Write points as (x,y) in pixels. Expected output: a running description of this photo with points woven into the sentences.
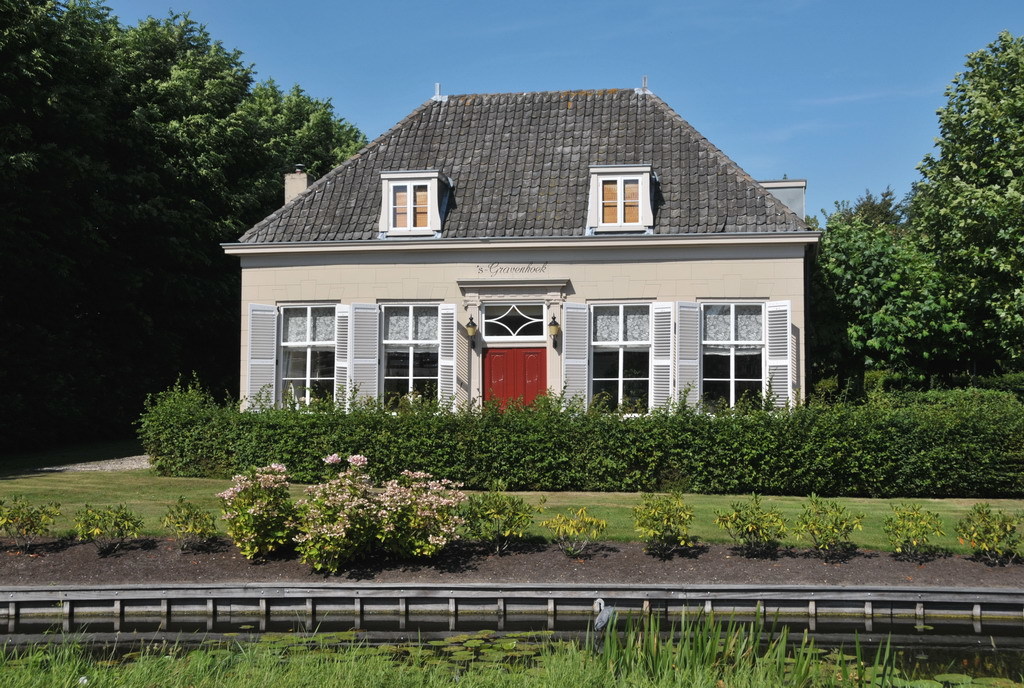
In this picture there is a house (641,113) in the center of the image (658,254) and there are trees (872,272) on the right (953,296) and left side of the image (13,131), there is grassland (100,493) at the bottom side of the image (41,486).
